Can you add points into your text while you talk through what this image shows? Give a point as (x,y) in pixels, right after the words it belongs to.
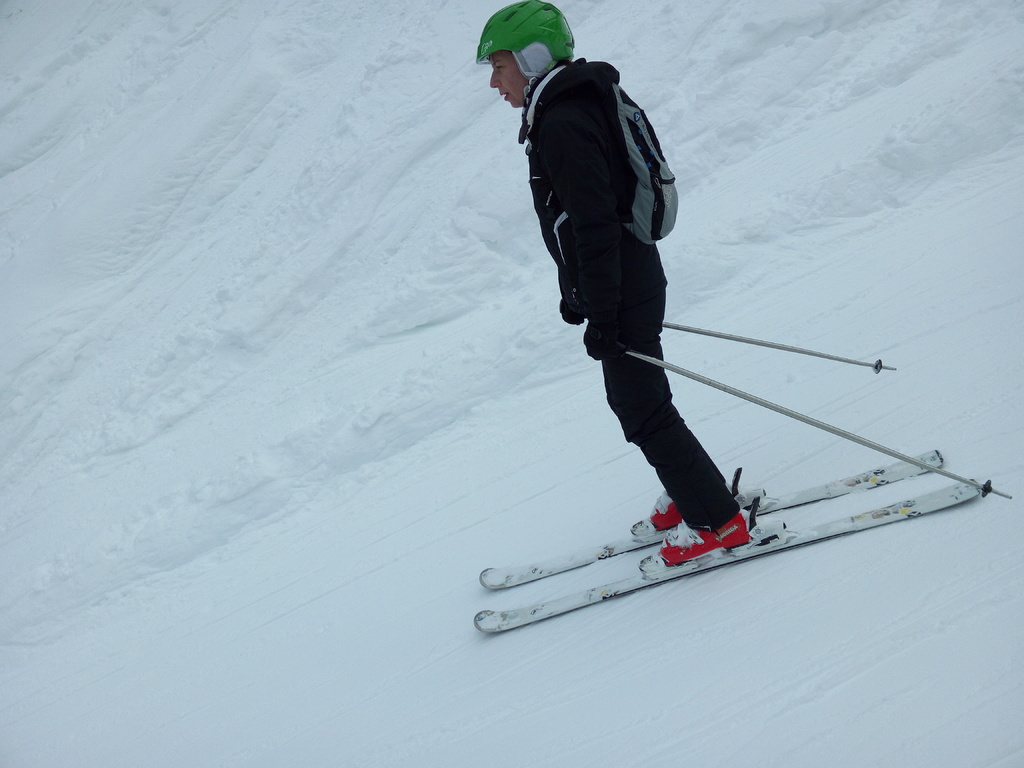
In the center of the image (573,288) there is a person (586,153) skiing on the snow (641,607). In the background (285,358) we can see snow (677,21).
